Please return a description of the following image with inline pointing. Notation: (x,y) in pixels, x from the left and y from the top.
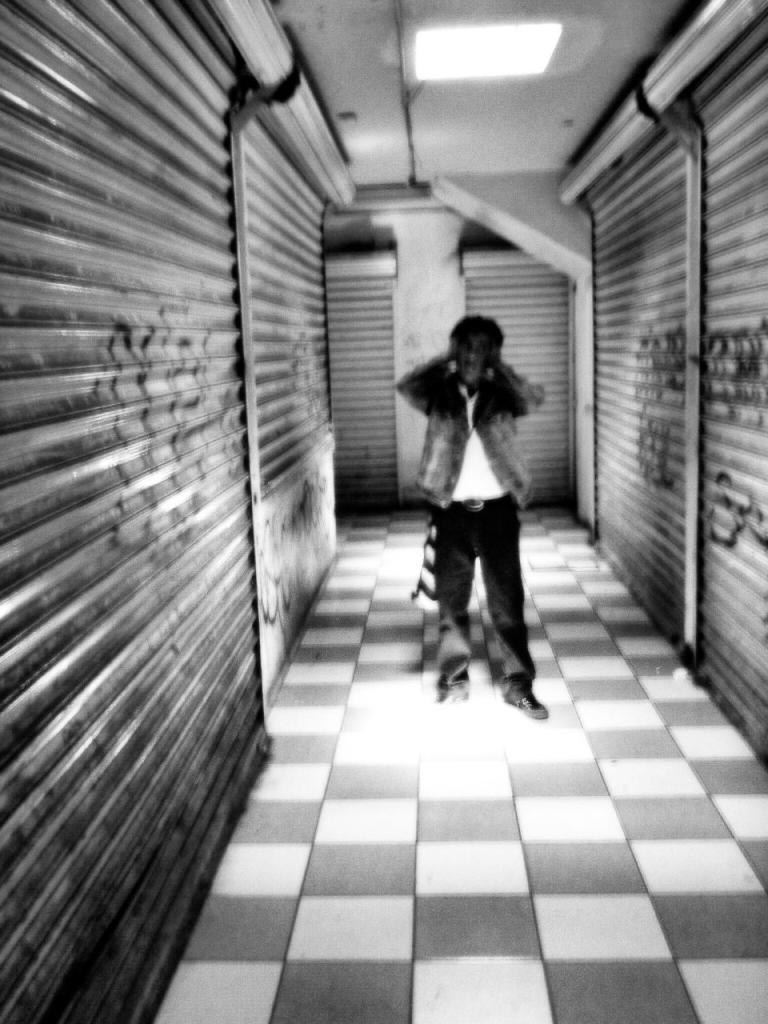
In this image I can see a person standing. Background (335,271) I can see few shutters (274,325) and the image is in black and white.
